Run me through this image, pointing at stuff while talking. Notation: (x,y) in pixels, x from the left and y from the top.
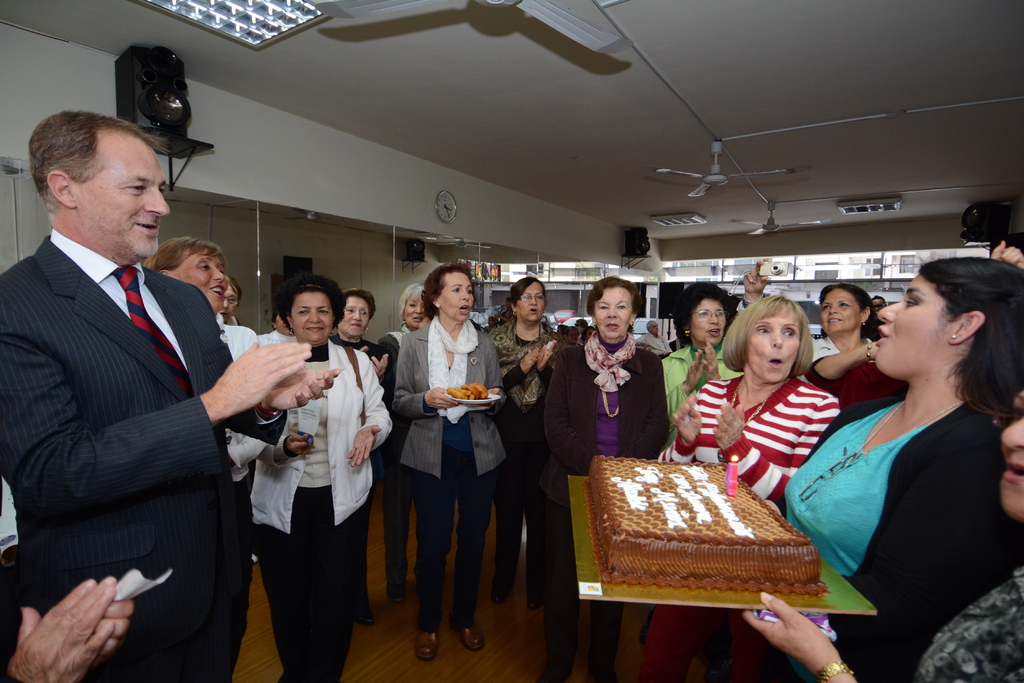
In this image I can see group of people (408,376) standing and one person (880,555) is holding the cake (678,512) which is in brown color. Back Side I can see glass windows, clock (447,196), speaker (124,95), fans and lights (253,45). The wall (314,144) is in white color.
